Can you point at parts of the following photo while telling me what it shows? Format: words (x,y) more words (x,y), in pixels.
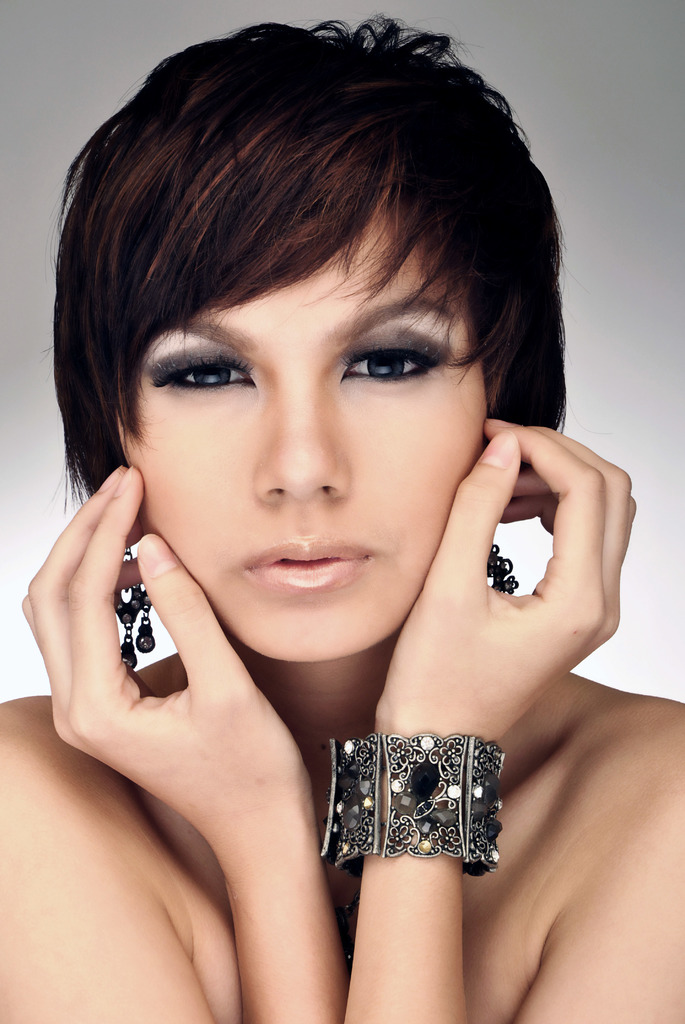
In this picture we can see a woman (242,795) wearing jewelry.
